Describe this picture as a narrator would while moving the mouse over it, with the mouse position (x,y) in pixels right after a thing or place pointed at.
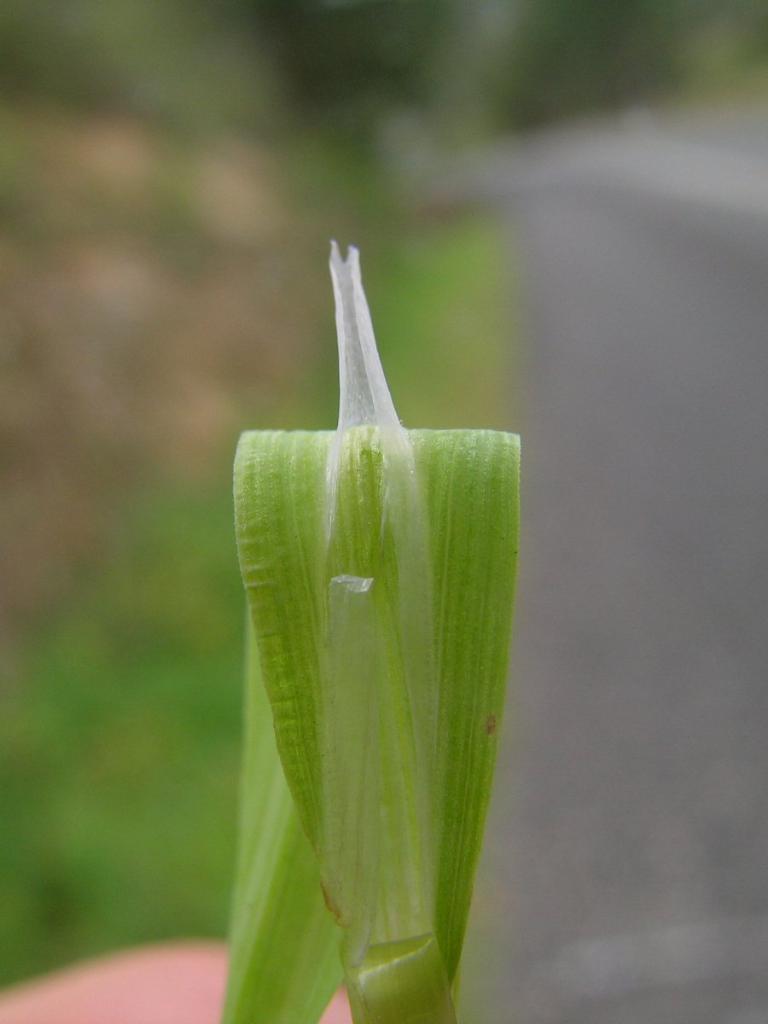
In this picture we can see a green leaf (301,677) of a plant (257,603) with its outer layer (374,717) pulled up.
